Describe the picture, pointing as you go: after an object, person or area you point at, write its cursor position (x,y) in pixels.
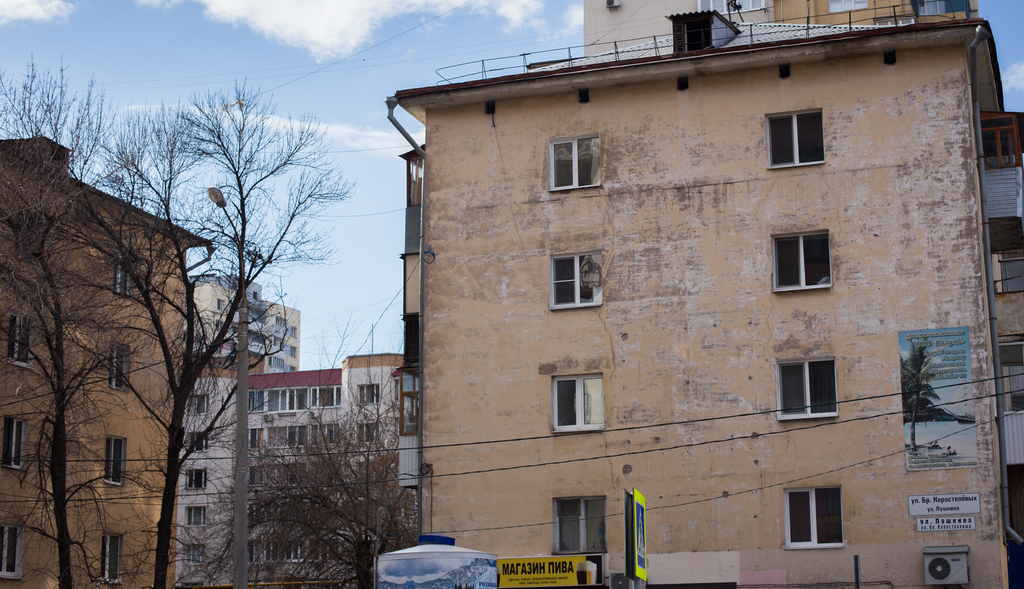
In this picture we can see buildings (257,371) here, there are trees (59,397) in the front (78,398), we can see a hoarding (593,577) here, on the right side (968,409) there is a board (963,386) pasted on the wall (880,151), we can see windows (824,414) here, there is the sky (303,5) at the top of the picture (277,8), we can see a pole (245,410) and a light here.
